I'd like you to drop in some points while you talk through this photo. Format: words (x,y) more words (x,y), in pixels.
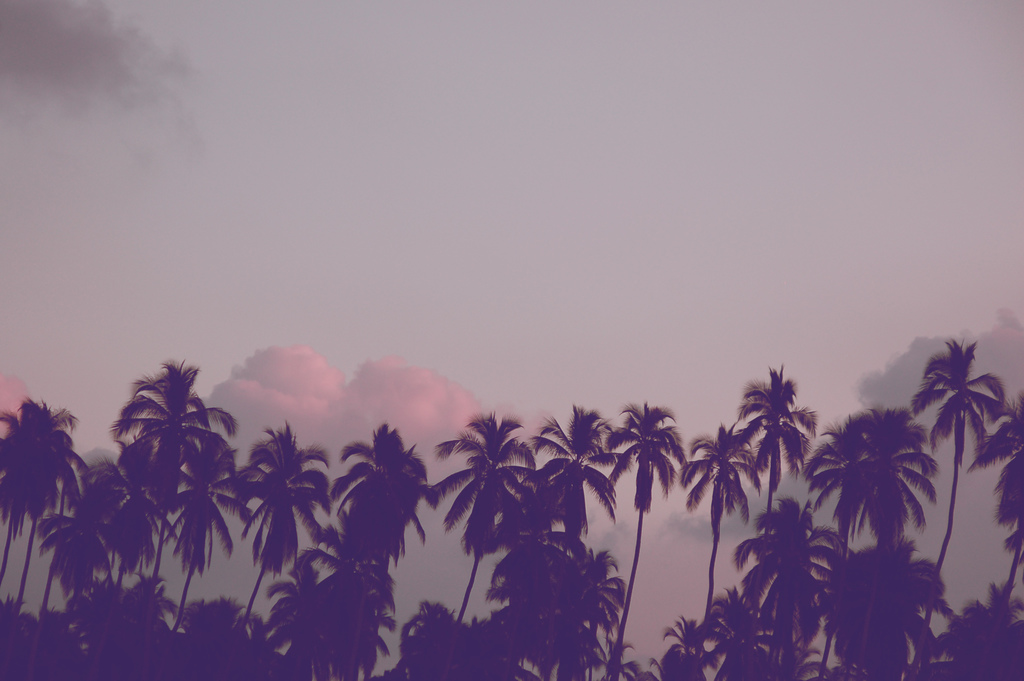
In this image we can see trees (808,590), sky (396,306) and clouds (316,399).
